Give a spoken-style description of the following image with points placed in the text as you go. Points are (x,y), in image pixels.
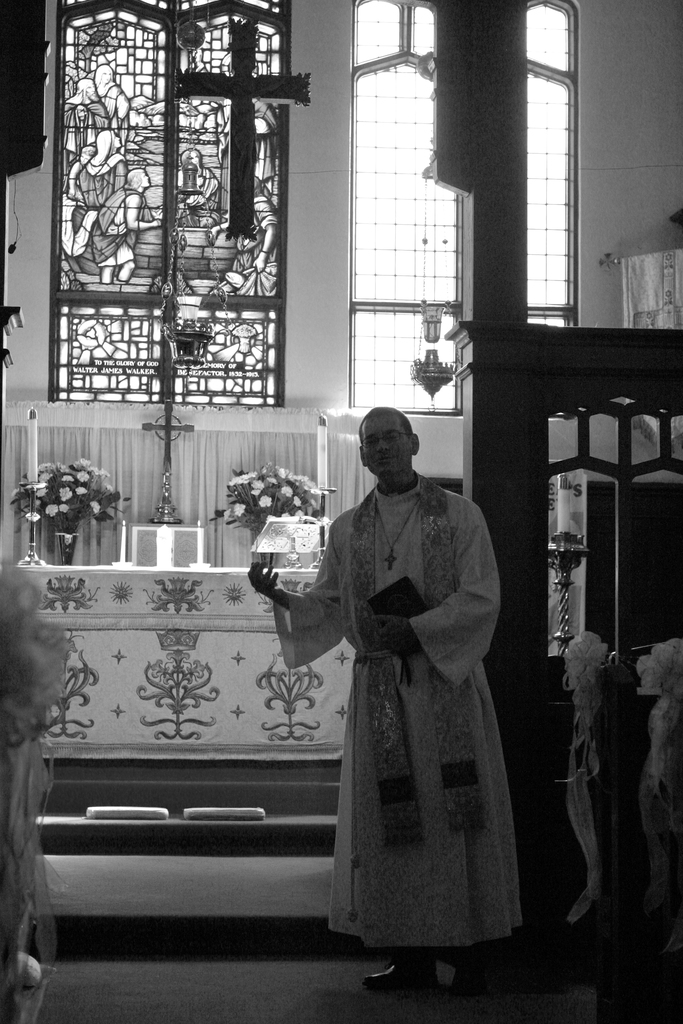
In the picture we can see inside view of the church (290,830) with cross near the wall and window (146,325) and on the both sides of the cross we can see some plants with flowers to it and near to it we can see a pastor (475,878) standing and holding a book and he is in white dress (427,865).
